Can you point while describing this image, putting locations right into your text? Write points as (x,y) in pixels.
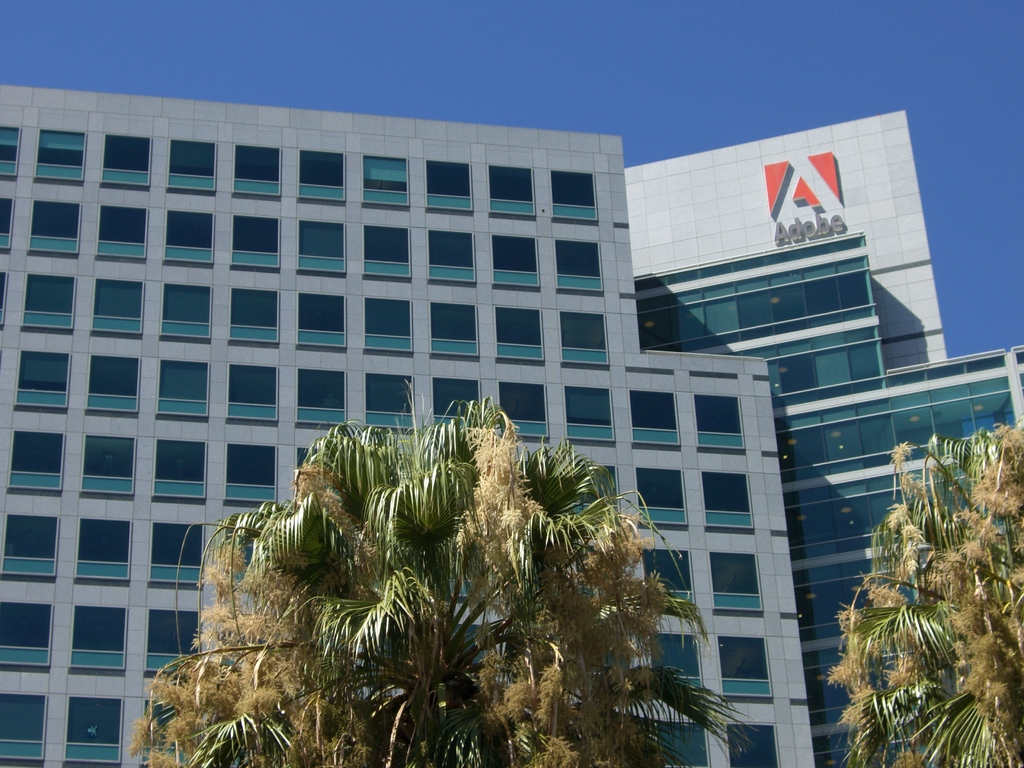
In this image at the bottom (577,608) there are trees (557,635), and in the background (905,273) there are buildings (859,357) and there is text (792,224) on the building (798,221). At the top of the image (760,51) there is sky (542,66).
